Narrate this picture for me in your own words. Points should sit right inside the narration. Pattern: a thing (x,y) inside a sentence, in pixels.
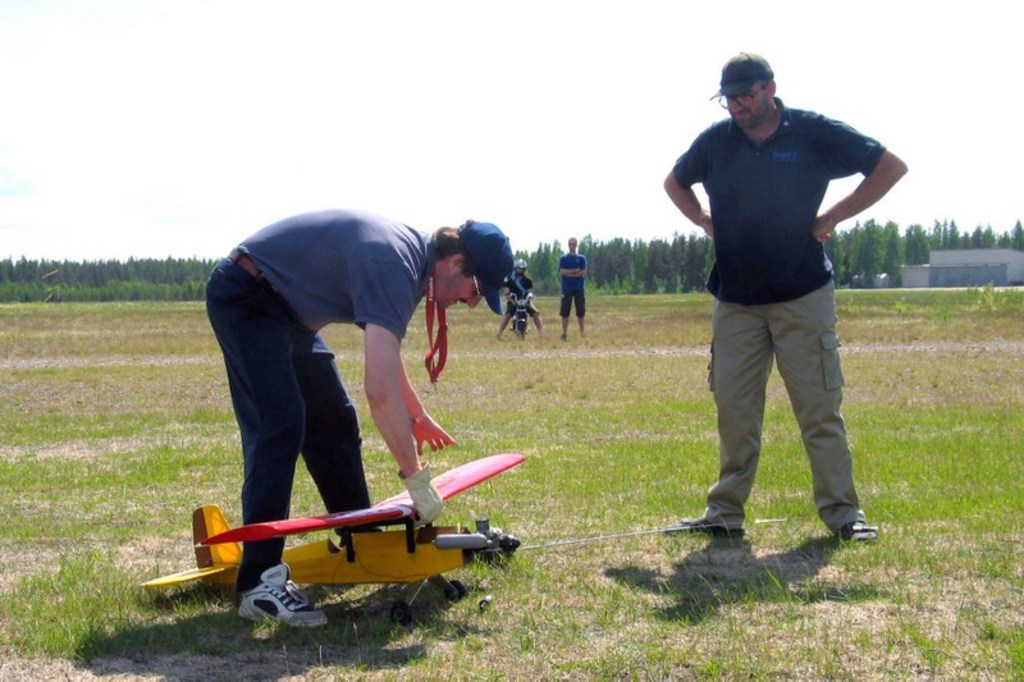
In this picture we can see a man (264,317) wearing a blue color t-shirt (361,311) and trying to fly the toy plane (395,561). Beside there is a man (784,310) standing on the ground (758,477) and looking to him. In the background (183,284) we can see some trees (620,271).
